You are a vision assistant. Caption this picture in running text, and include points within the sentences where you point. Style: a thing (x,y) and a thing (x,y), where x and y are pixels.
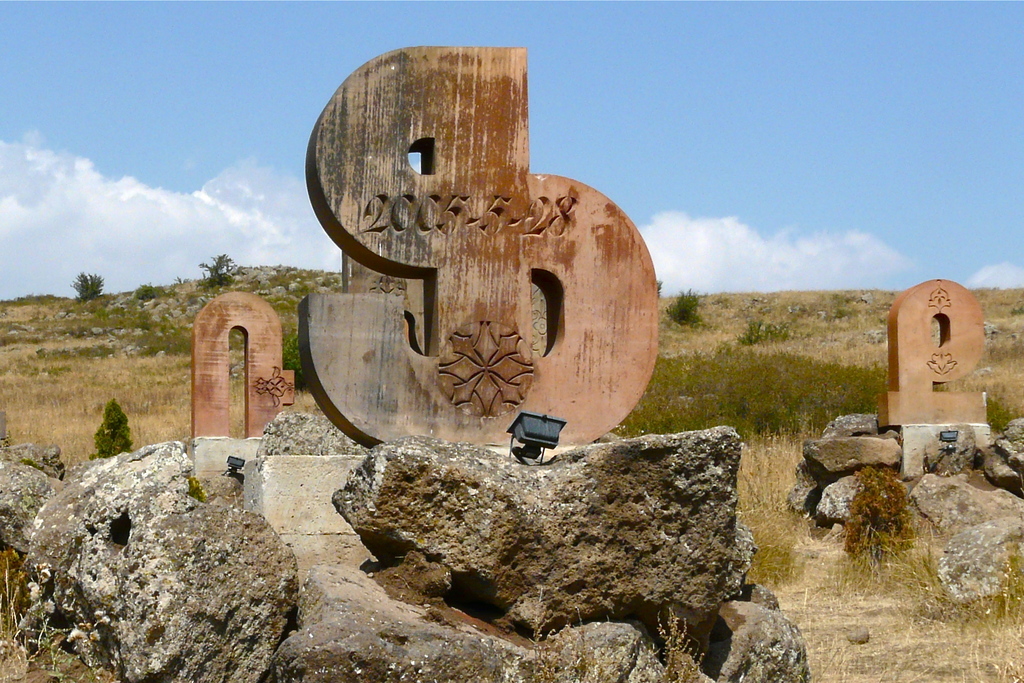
In this picture we can see there are stones (278,593) and some stone items (343,342). Behind the items (379,363) there is a sky (131,266).
